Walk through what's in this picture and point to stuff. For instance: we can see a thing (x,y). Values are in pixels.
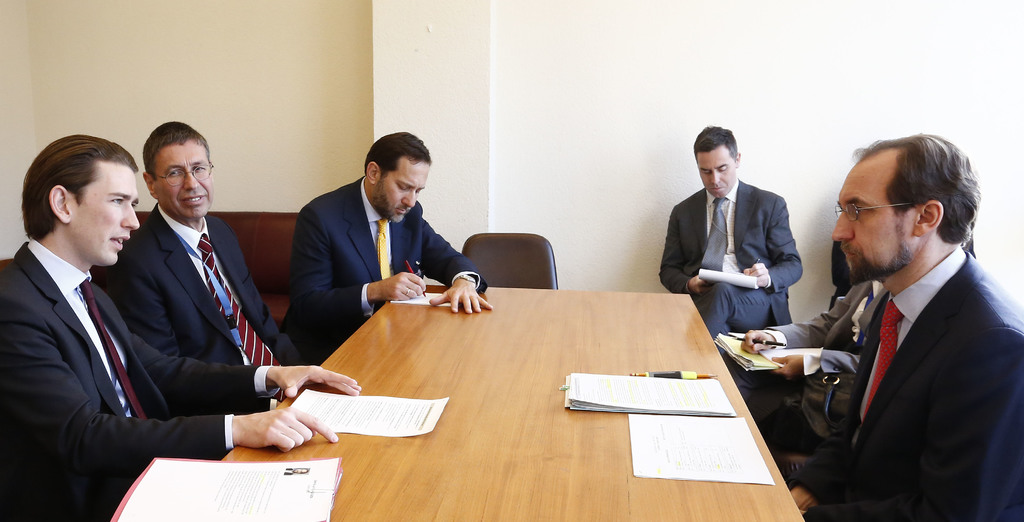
There are six members (362,232) sitting around a table (468,407) in the chairs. On the table (485,487) there are some papers (636,398), pen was placed. In the background (505,125) there is a wall (577,40) here.
